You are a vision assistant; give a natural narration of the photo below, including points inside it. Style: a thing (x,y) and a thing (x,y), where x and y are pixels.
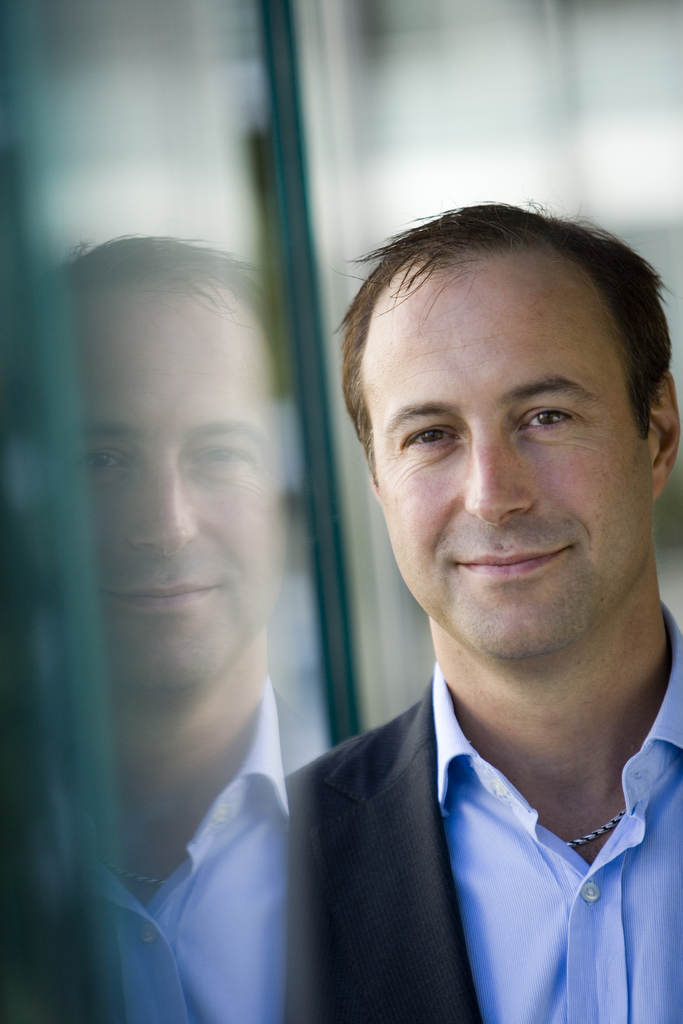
On the right side (528,829), there is a person (528,936) in blue color shirt (541,988), smiling. On the left side (153,830), there is a glass (139,219). And the background (651,34) is blurred.
